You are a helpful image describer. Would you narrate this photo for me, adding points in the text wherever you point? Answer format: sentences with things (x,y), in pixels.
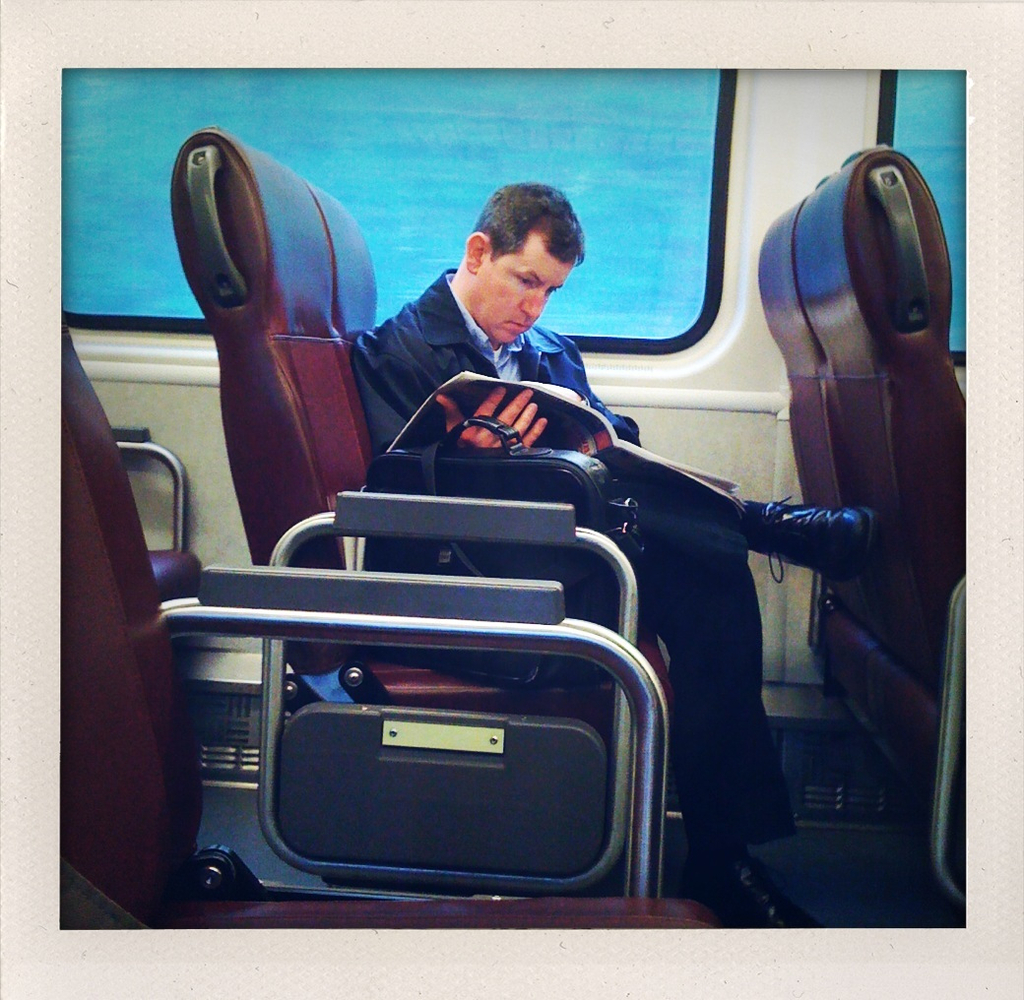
In the center (536,353) we can see one man (535,262) sitting on the chair (320,250) and holding book (572,410). Beside him we can see one bag (564,466), in the background (287,123) there is a window (499,158) and few chairs (229,164) around him.
